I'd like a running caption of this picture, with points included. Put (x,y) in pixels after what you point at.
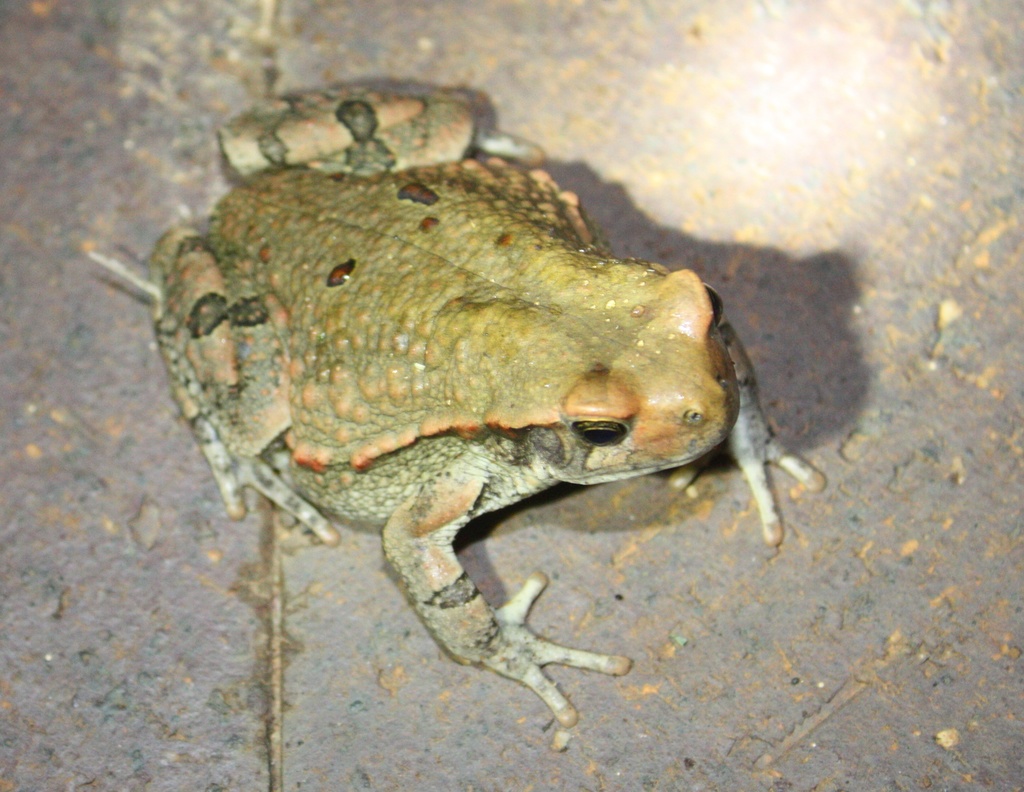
In this image on the floor (157,450) there is a frog (400,281).
